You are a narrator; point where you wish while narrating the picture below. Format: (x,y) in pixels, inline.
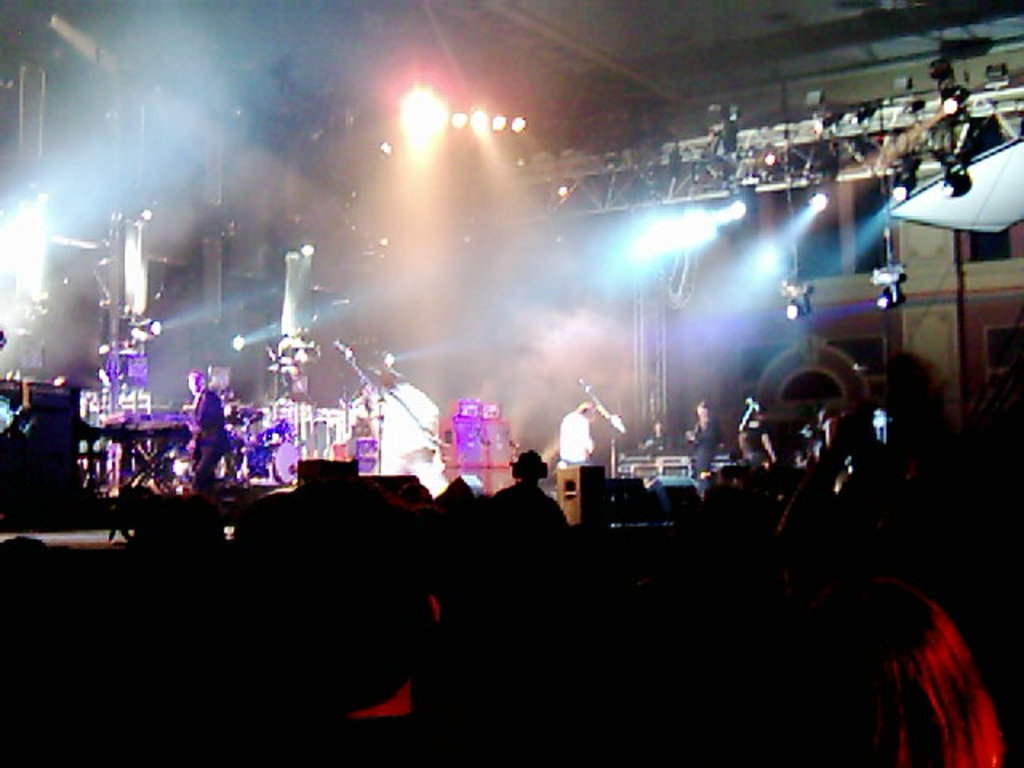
In this image I can see few people (306,525), musical instruments (144,430), lights (713,209), poles (700,197) and few objects (490,454) around. The image is dark.
